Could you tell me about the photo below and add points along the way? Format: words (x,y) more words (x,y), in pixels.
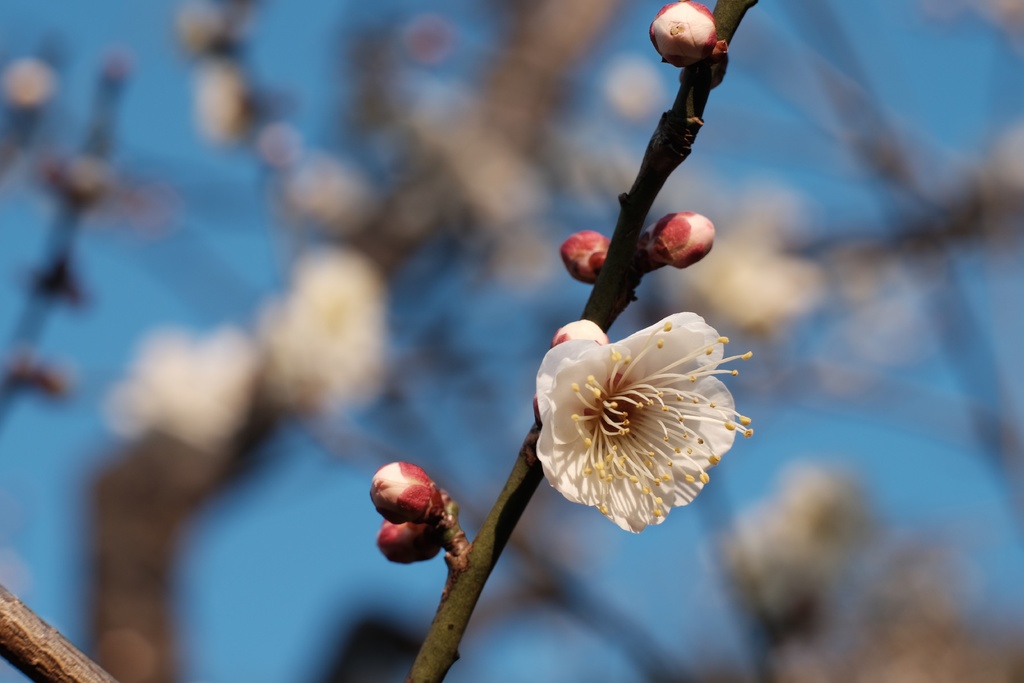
In this image, we can see a stem (491,514) of a plant (647,154), there is a white color flower (548,396) on the stem (612,314), in the background (36,74) there are some flowers (186,362) and we can see a blue color sky (71,40).
